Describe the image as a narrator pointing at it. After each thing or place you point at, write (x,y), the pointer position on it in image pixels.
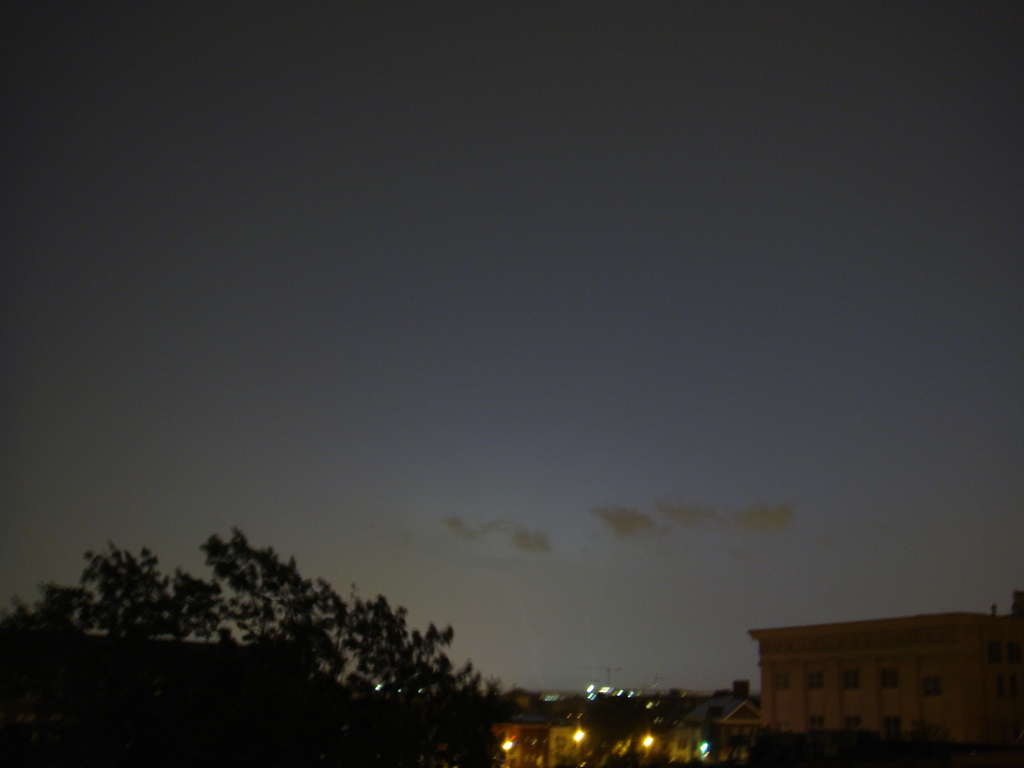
I can see the clouds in the sky (505,500). This looks like a tree (359,635). At the bottom of the image (527,737), I think these are the buildings (681,751) and the lights (655,746).
